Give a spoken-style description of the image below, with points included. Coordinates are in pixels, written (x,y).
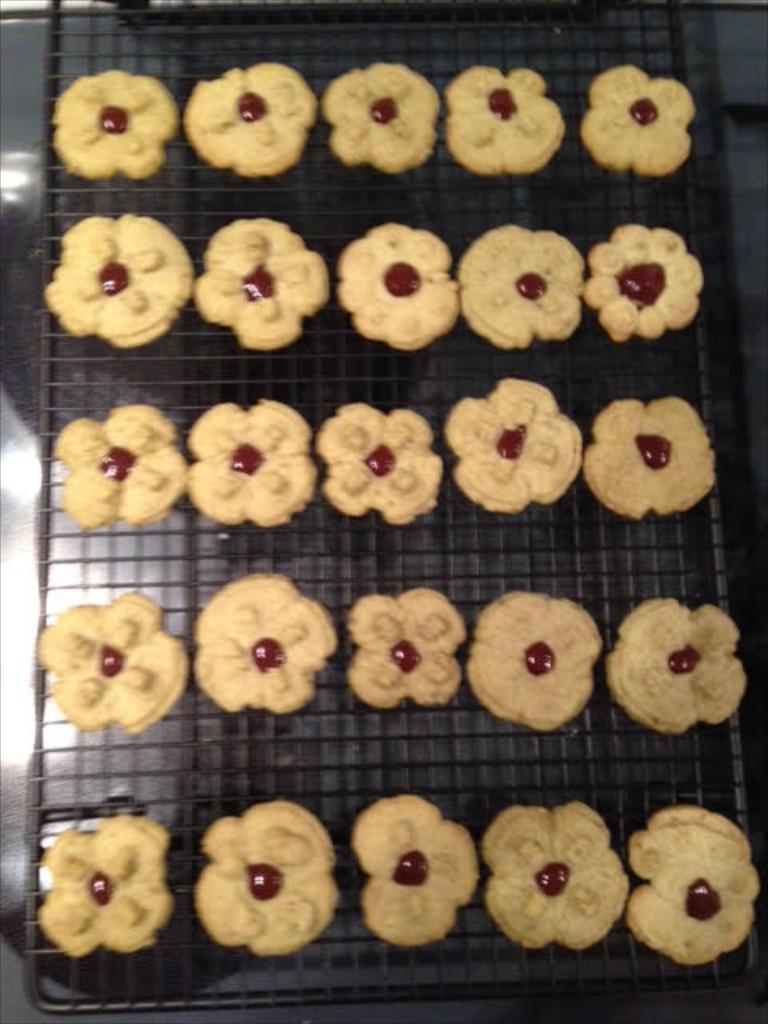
In this image we can see some cookies (245,589) on the grill (48,506).
